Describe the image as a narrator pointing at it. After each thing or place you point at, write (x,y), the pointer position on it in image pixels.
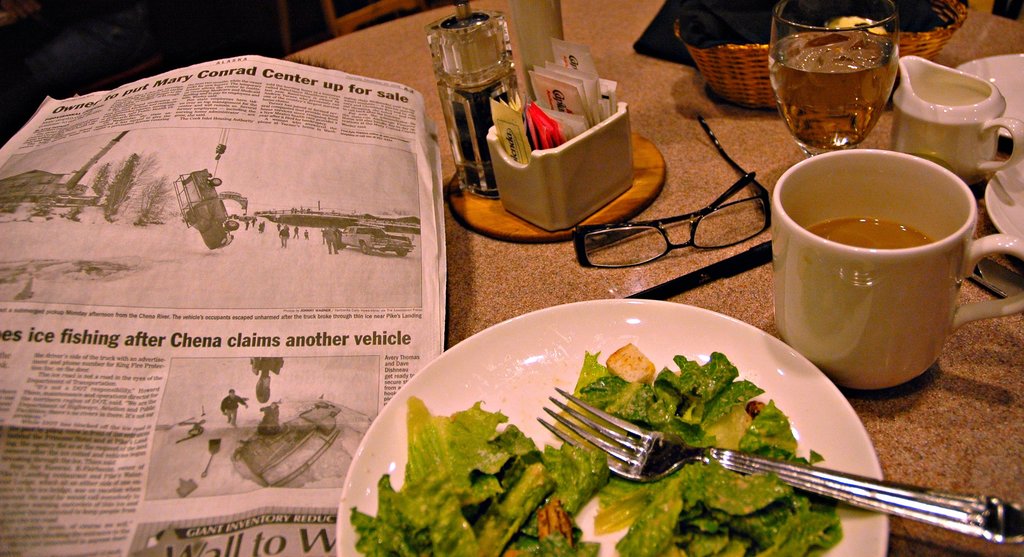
In this image we can see a table (885,422). On the table (607,283) there are news paper (273,251), a serving plate (514,380) with some food (670,480) in it and fork (704,453), coffee mugs (923,197), saucers (994,65), beverage glass (887,89), basket (719,51), spectacles (725,157), salt and pepper holders (483,82), sugar packets (507,144).
